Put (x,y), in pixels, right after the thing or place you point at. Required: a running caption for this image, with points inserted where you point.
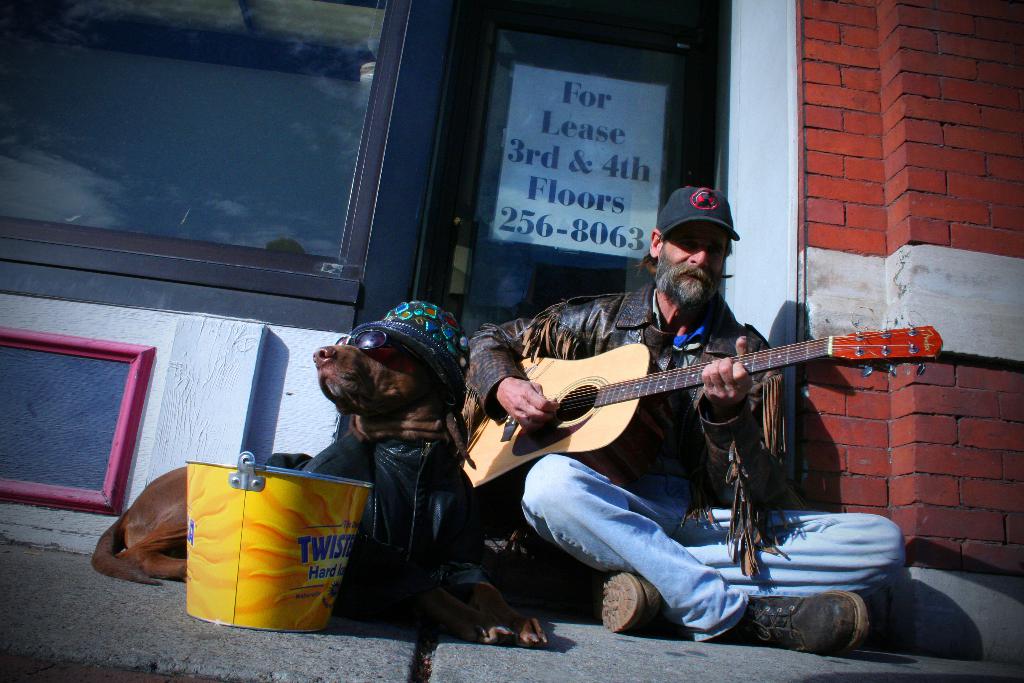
In this Image I see a man (480,343) who is wearing a hat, holding a guitar (617,410) and sitting on the path (939,666) and I can also see a dog (269,459) side to him and there is a bucket (288,523) too. In the background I see the window glass (341,4).
